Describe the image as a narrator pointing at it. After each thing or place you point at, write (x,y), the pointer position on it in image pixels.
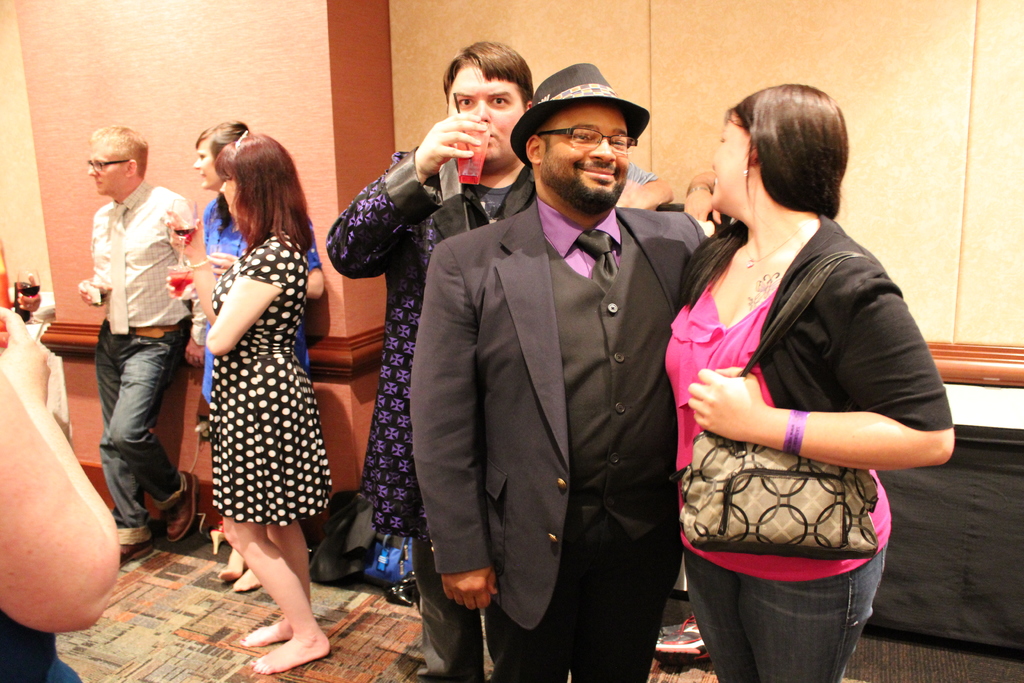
In the center of the image (387,354) we can see some persons (390,394) are standing. Some of them holding a glass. On the right side of the image (736,294) a lady (755,407) is wearing a bag (752,462). In the background of the image (849,112) a wall (381,62) is there. At the bottom of the image (416,611) we can see some bags (345,558), floor (137,669) are present.
